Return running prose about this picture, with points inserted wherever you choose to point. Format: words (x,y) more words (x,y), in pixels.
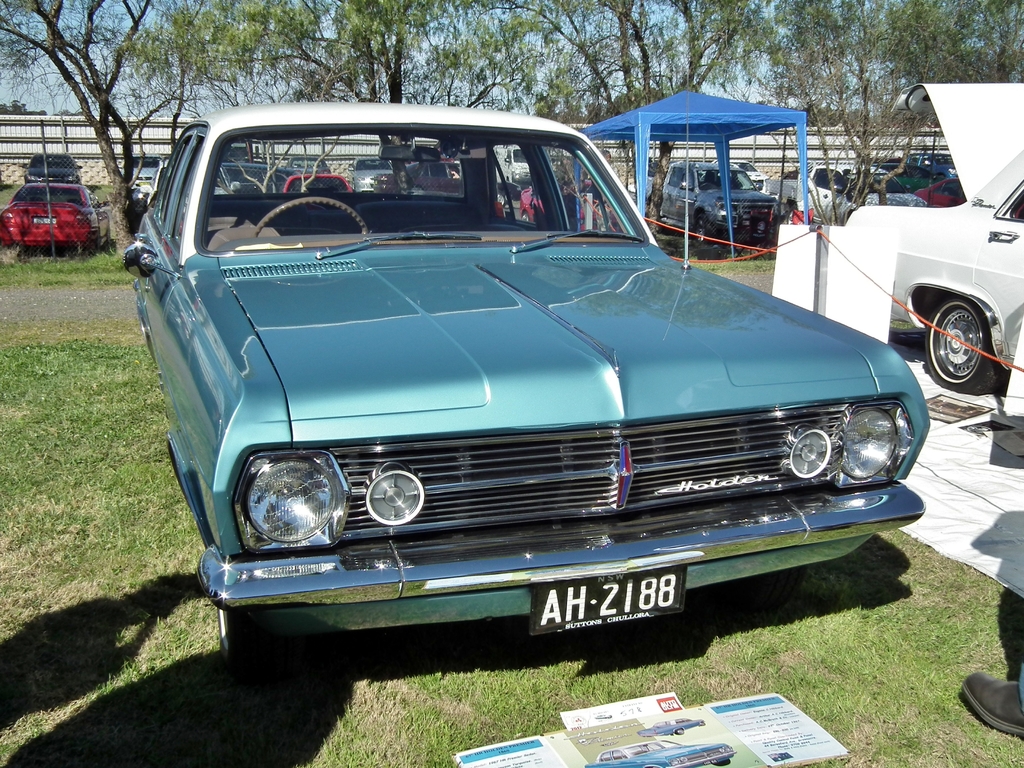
In the center of the image (447,422) we can see a car (478,365). In the background of the image (223,20) we can see the trees (150,71), vehicles (1016,214), fence (376,146), wall (164,129), tent (720,108), barricade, grass (120,334). In the middle of the image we can see the road (24,317). At the bottom of the image (300,713) we can see the ground (410,716), a person's shoe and papers (720,740). At the top of the image (159,17) we can see the sky (712,15).
